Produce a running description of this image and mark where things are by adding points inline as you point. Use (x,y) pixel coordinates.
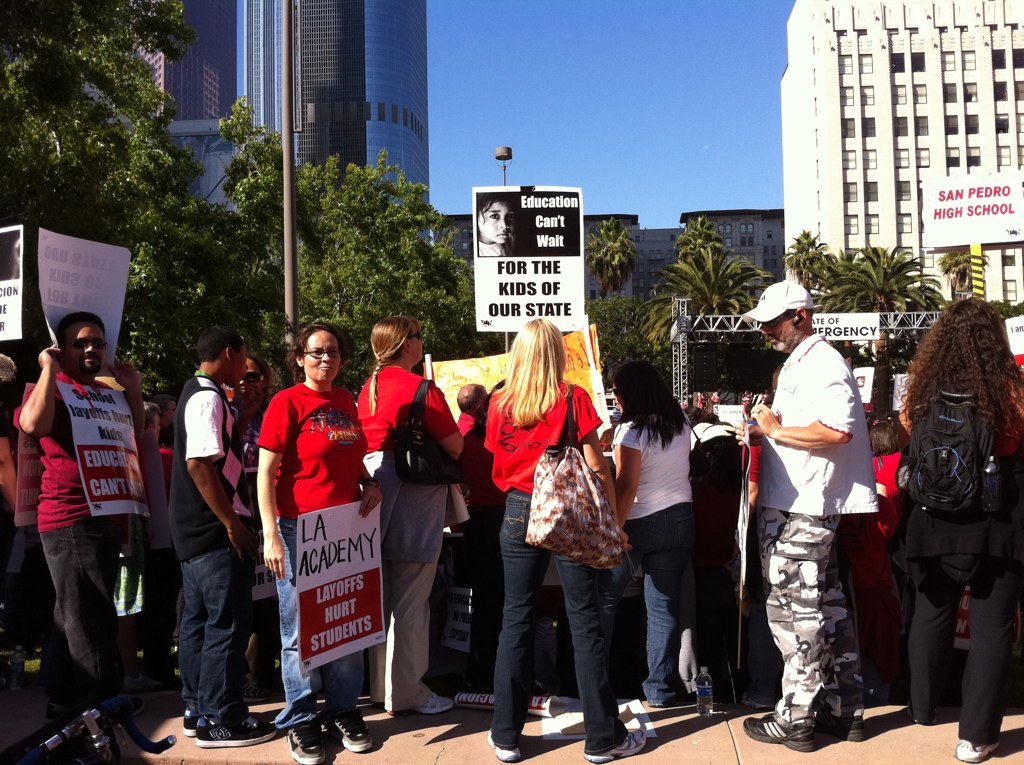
In this picture we can see a group of people (363,507) standing holding their bags (551,535) and banners (352,540) and in background (703,313) we can see pillar (679,342), trees (375,291), buildings (829,175).
